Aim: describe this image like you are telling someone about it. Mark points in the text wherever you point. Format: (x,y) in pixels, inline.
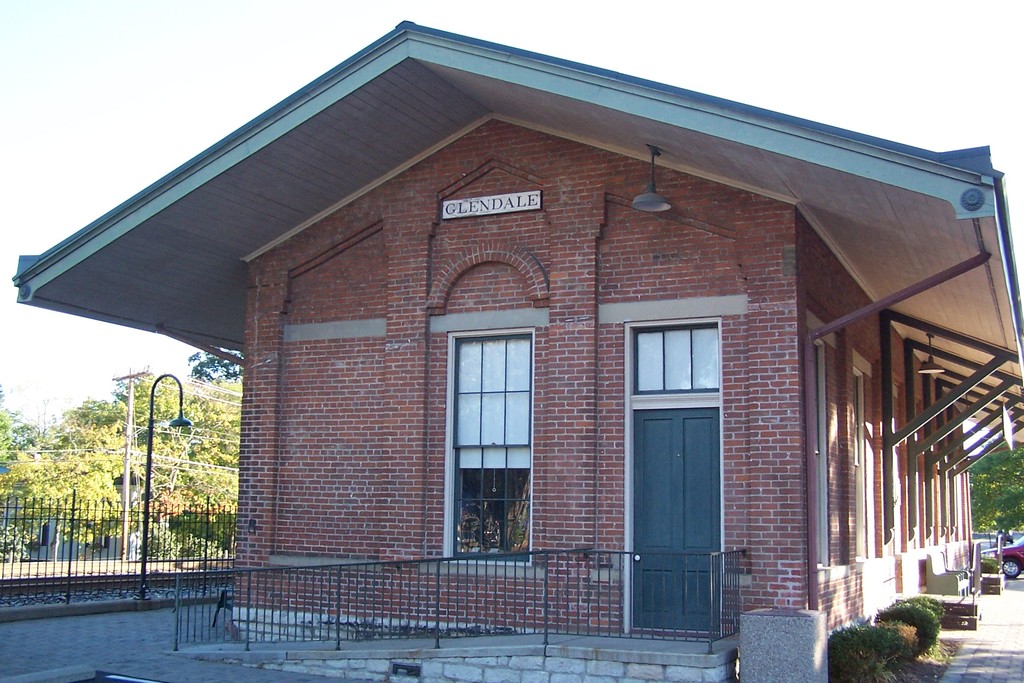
In this image, we can see a house (529,162), there is a fencing (69,509), there are some green trees (33,491), at the top (192,48) there is a sky (195,48).
